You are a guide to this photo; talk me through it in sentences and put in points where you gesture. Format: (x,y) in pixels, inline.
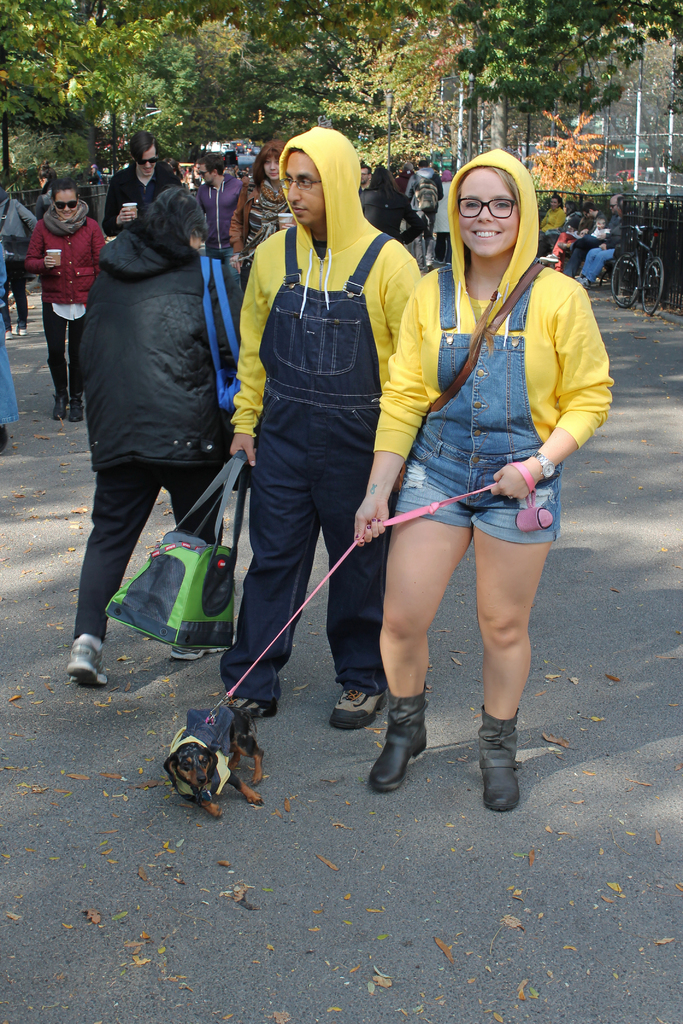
In this image we can see persons (167,195) walking on the road (160,773) and one of them is holding dog (229,728) on a leash (226,702). In the background (103,191) we can see shredded leaves (169,854), trees (424,42), grill (597,132), poles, bicycle (637,267) and plants (555,157).
